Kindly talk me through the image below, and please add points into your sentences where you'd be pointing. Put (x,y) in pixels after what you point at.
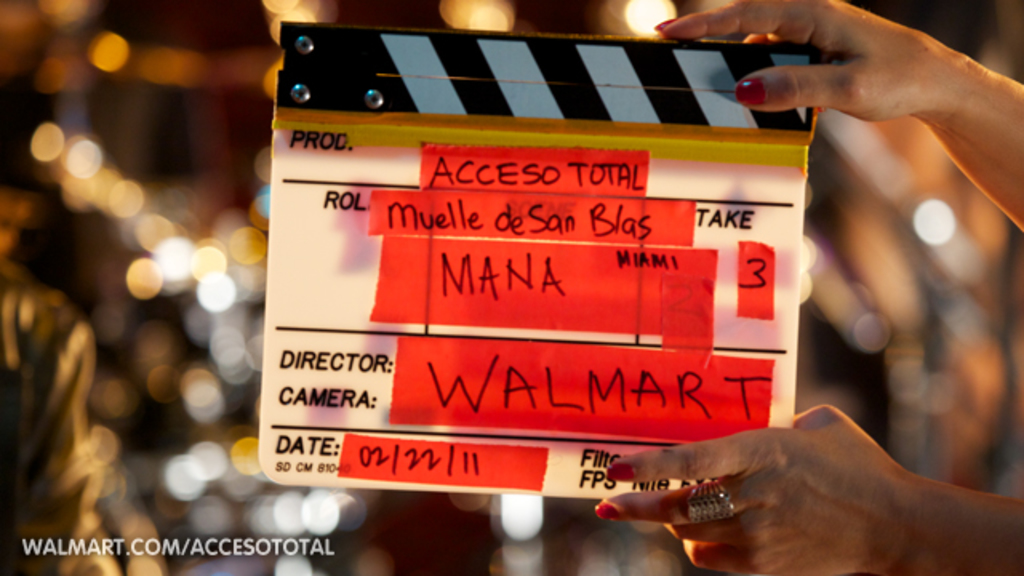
In the image I can see a person hand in which there is a hand clapboard (493,257) on which there is something written and behind there are some lights (270,512).
